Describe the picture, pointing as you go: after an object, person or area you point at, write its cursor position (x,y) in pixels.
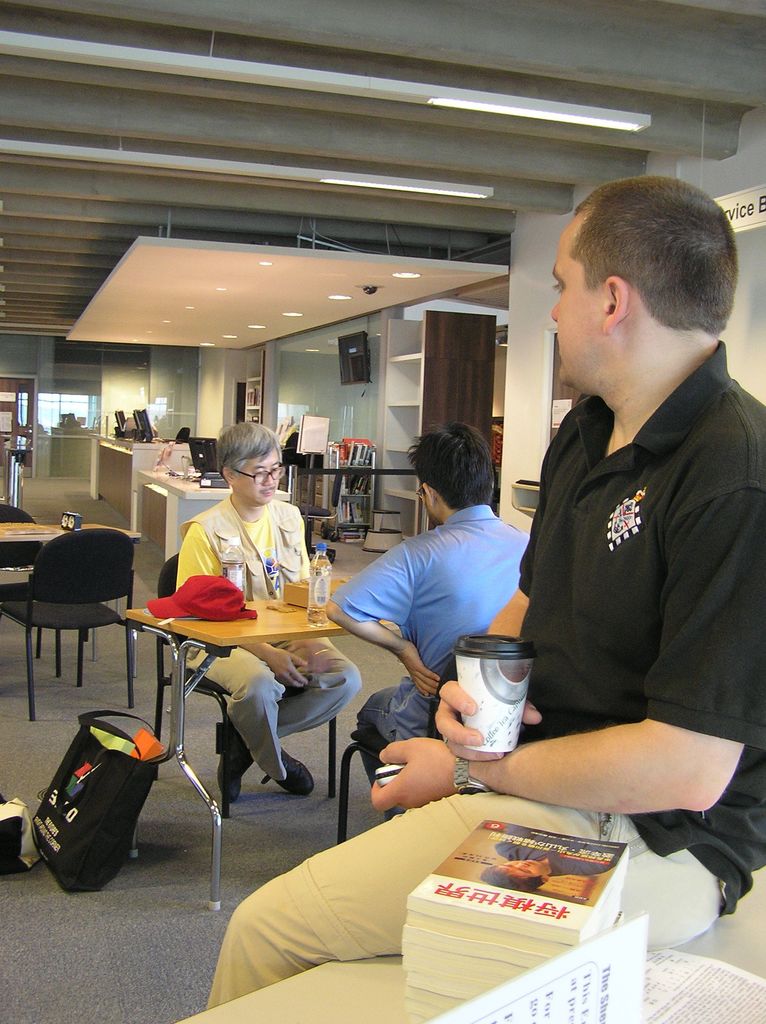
In this image i can see 2 persons (456,629) sitting on chairs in front of a table (295,618) and a person (720,901) sitting on a bench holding a cup (522,680) in his hand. In the background (225,326) i can see few empty chairs (3,553), ceiling (255,344) and lights (261,326). I can also see few books (545,934) and some papers (613,977).
